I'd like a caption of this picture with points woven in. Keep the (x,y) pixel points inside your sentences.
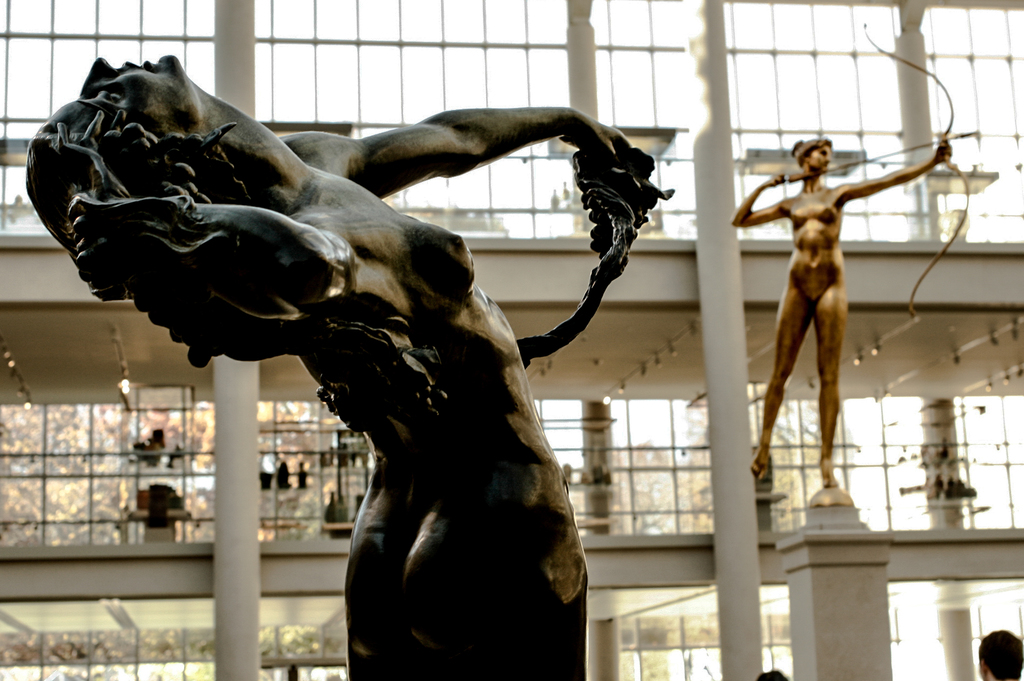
In this image there are sculptures (479,631), in the background (271,466) there are floors (89,344) and glass walls (662,411) and it is blurred.
